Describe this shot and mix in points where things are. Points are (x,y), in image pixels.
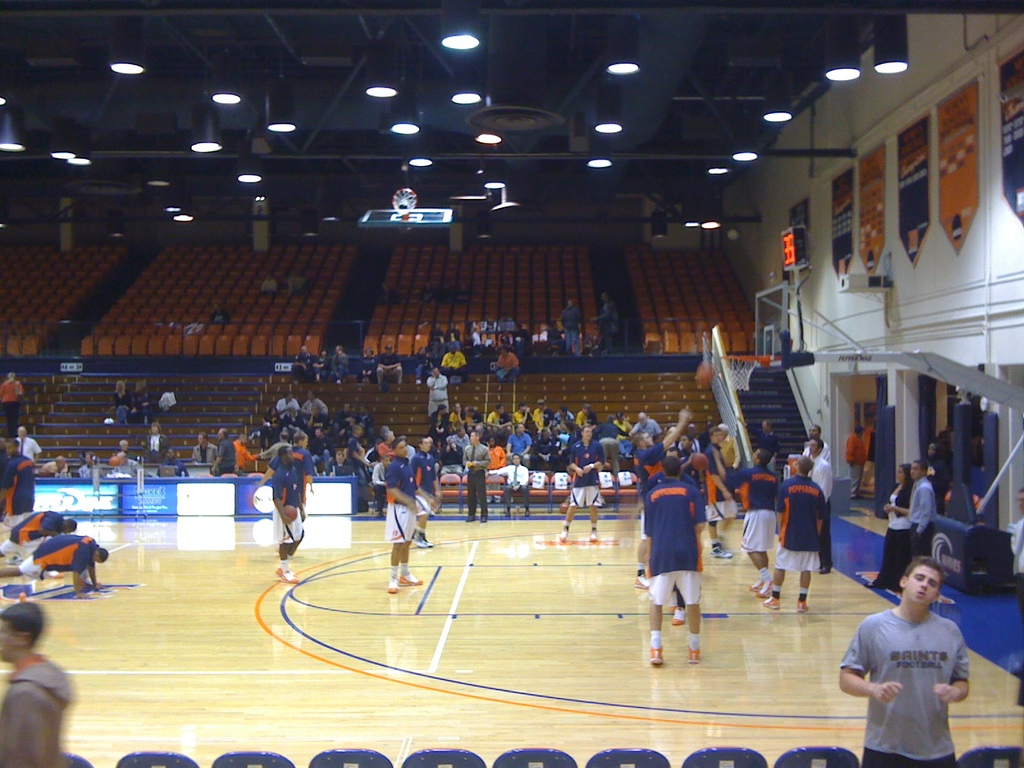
In this image we can see few persons (391,532) on the basketball court (310,559) and at the bottom (84,762) there are objects (84,762). In the background (331,367) we can see people (439,389), empty chairs (342,304), lights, boards (843,203) on the wall (816,317) on the right side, steps (757,405), railing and other objects (884,437).
